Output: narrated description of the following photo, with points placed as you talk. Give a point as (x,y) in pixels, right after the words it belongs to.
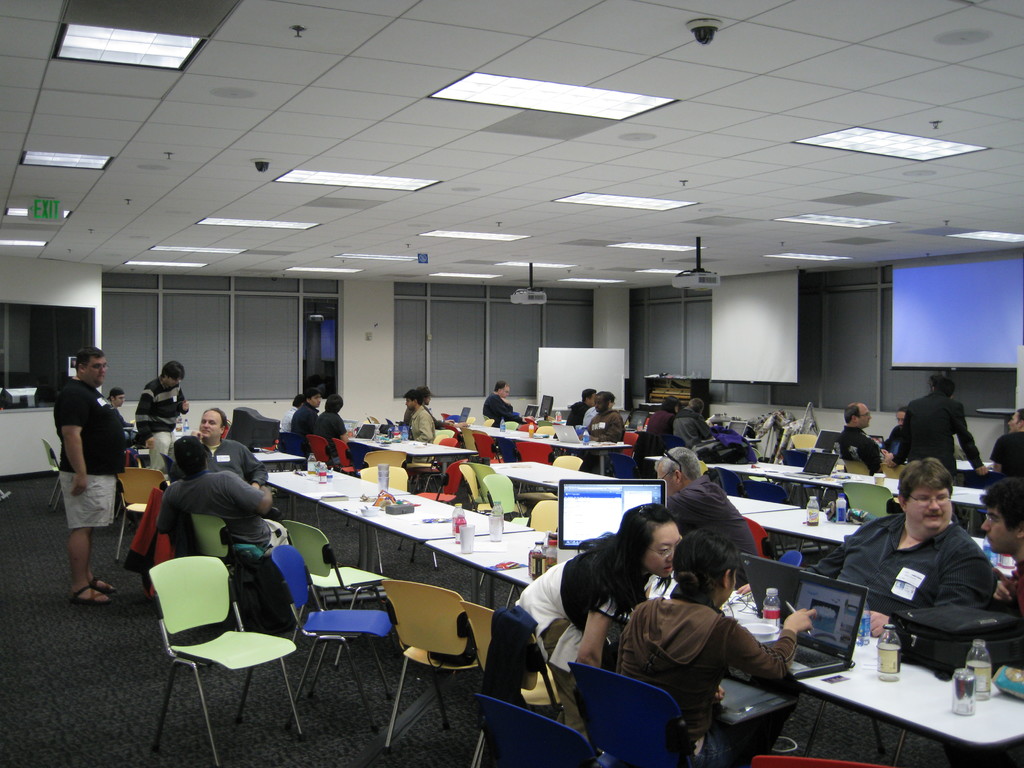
This is a picture taken in a office (139,156), there are a group of people (173,497) sitting on chairs (140,485) in front of these people (221,416) there is a table (944,715) on the table (931,720) there are tins (956,691), bottles (897,657), bag (934,656), laptops (568,486), cup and some food items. Behind the people (663,513) there is a projector screens (770,351) and wall (384,331). On top (525,106) there are ceiling lights (527,90) and projectors (691,286).
